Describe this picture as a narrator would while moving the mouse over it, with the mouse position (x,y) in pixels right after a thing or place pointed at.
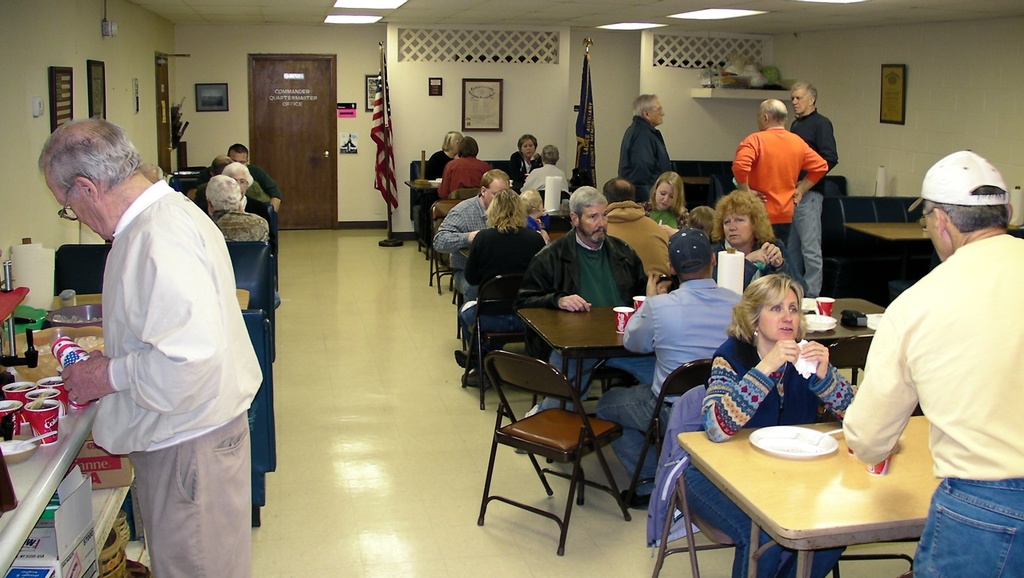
In this image there are few people (662,201) sitting on the chair (656,437). On the table (792,459) there is plate (792,446), spoon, cup (621,328). At the back side (320,196) i can see door (302,126), flags (394,174) and a frames (501,99) on the wall (526,109). In front (167,549) the man (154,450) is standing, in front of man (147,400) there is a table (3,527). There are few cups (42,410) on the table (40,471).
